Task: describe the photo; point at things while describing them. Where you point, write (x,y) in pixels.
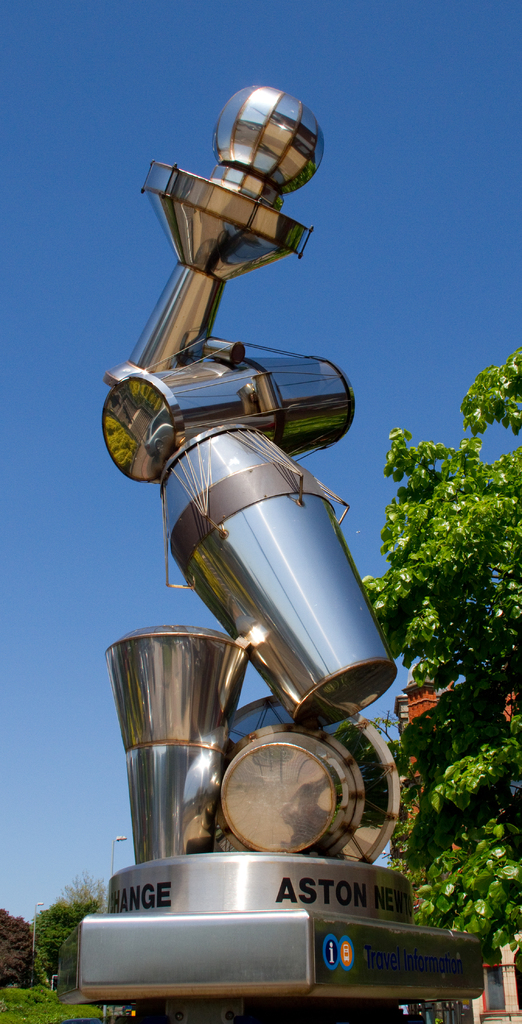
In the image there is a metal statue (232,548) in the middle (343,632) with trees (506,570) behind it all over the place and above its sky (413,180).
